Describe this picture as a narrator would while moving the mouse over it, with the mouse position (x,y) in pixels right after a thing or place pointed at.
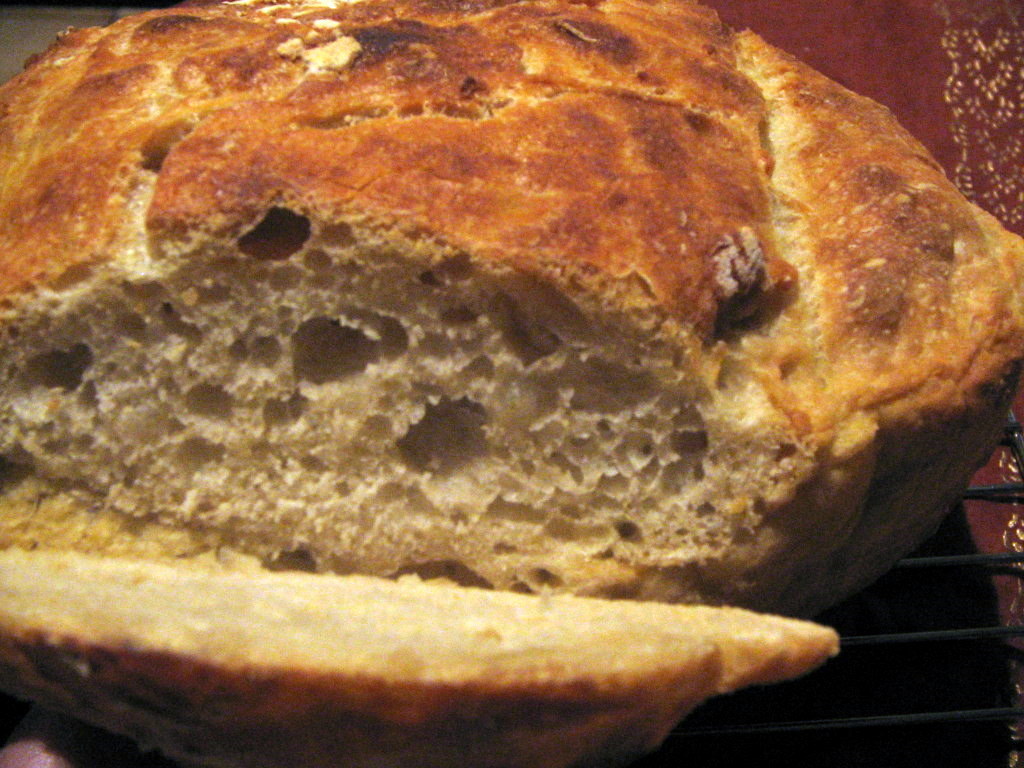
In this image there is a food item (741,614).
